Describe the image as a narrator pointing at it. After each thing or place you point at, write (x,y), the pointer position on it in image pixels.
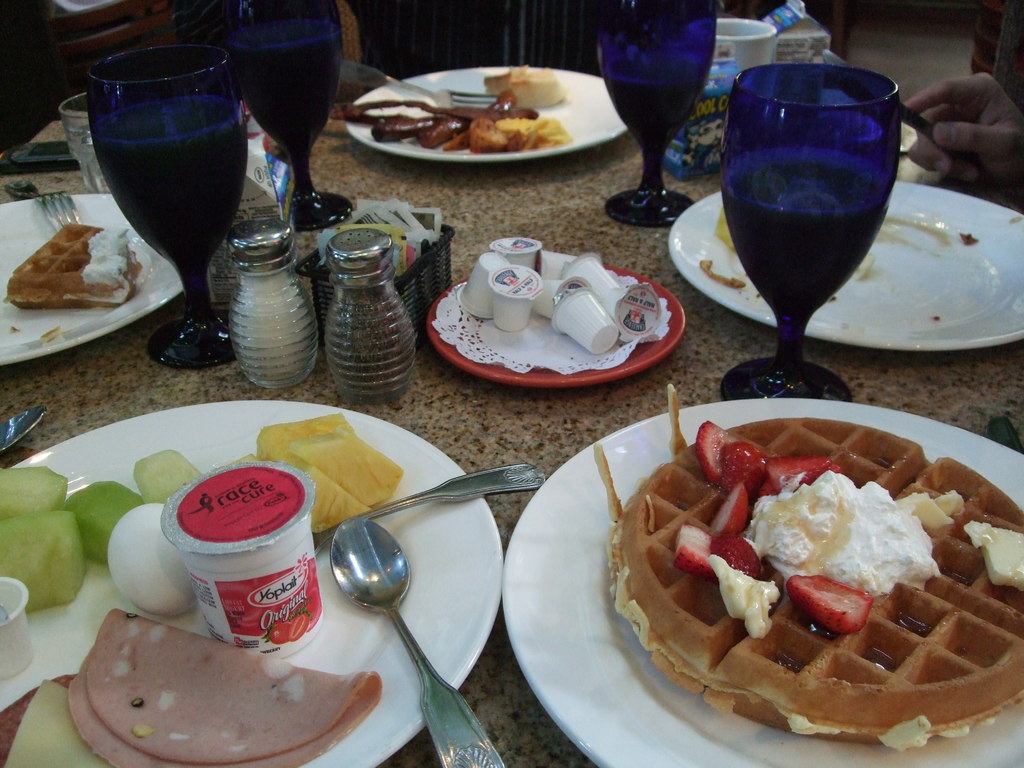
In this image I can see few food items (760,652) in the plates (581,674) and the food items (769,636) are in white, green, cream and red color and I can also see few glasses (771,382) and few objects (527,250) on the table (618,401).
